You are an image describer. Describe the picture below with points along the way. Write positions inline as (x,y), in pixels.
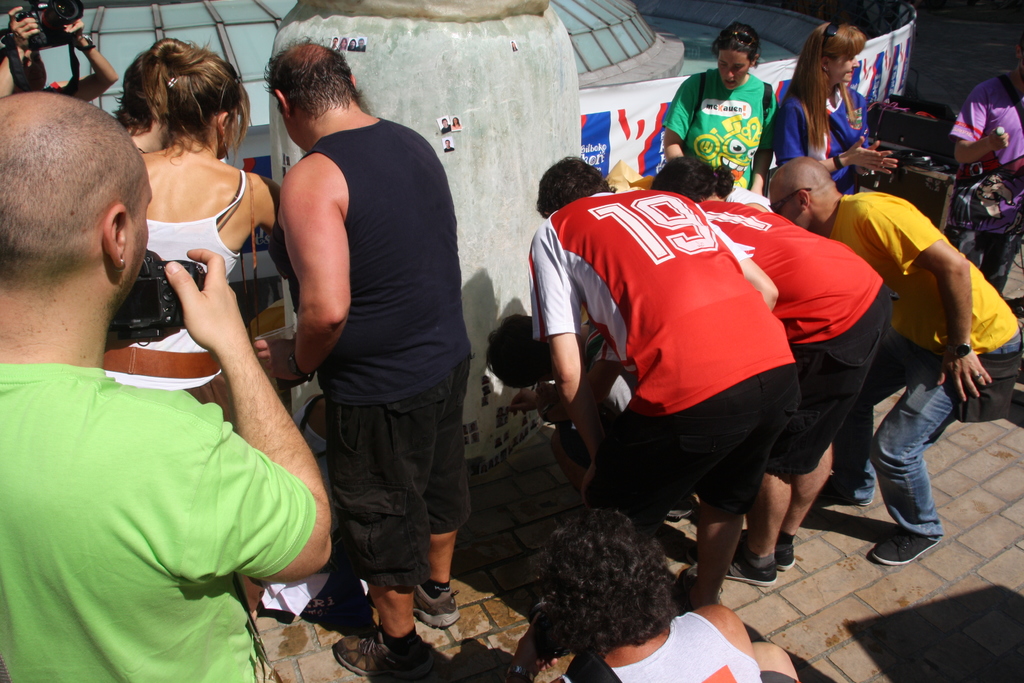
In this image there are group of people (13,332) standing, two persons (92,167) standing and holding the cameras (54,33), there are photos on the rock (472,273), banner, and in the background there are some items (879,116).
